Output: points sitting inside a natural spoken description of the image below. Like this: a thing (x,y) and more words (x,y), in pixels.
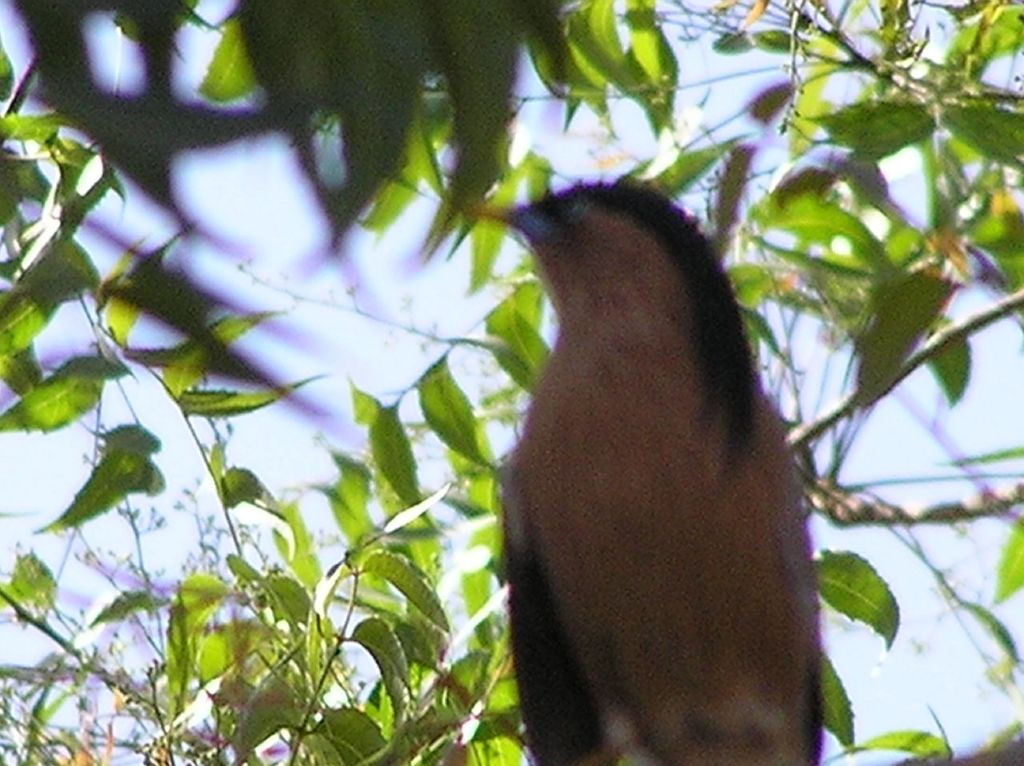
Here I can see a bird (589,508) on a tree (353,723). In the background (98,189), I can see the green color leaves (264,646) and stems (79,658).
